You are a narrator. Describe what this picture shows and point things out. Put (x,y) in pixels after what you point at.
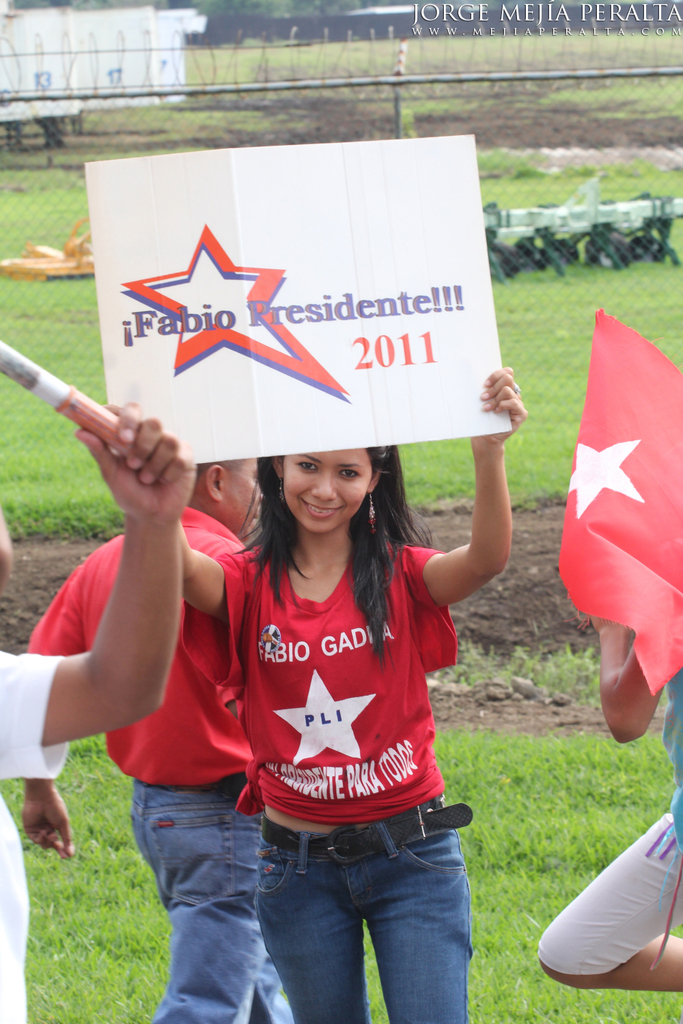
In this image I see a woman (374,449) who is wearing red t-shirt (388,805) and blue jeans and I see few words (313,723) and a logo (342,712) on the t-shirt (357,629) and I see that she is smiling and she is holding a white board (289,150) on which there are words (148,318) and numbers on it and I see 3 more persons (147,671) and I see that this person (143,553) is holding a thing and this person (677,954) is holding a flag (677,391) and in the background (672,338) I see the green grass (37,205) and I see the mud (442,535) over here. I can also see the fencing (471,91) and a white thing (151,17) over here.
